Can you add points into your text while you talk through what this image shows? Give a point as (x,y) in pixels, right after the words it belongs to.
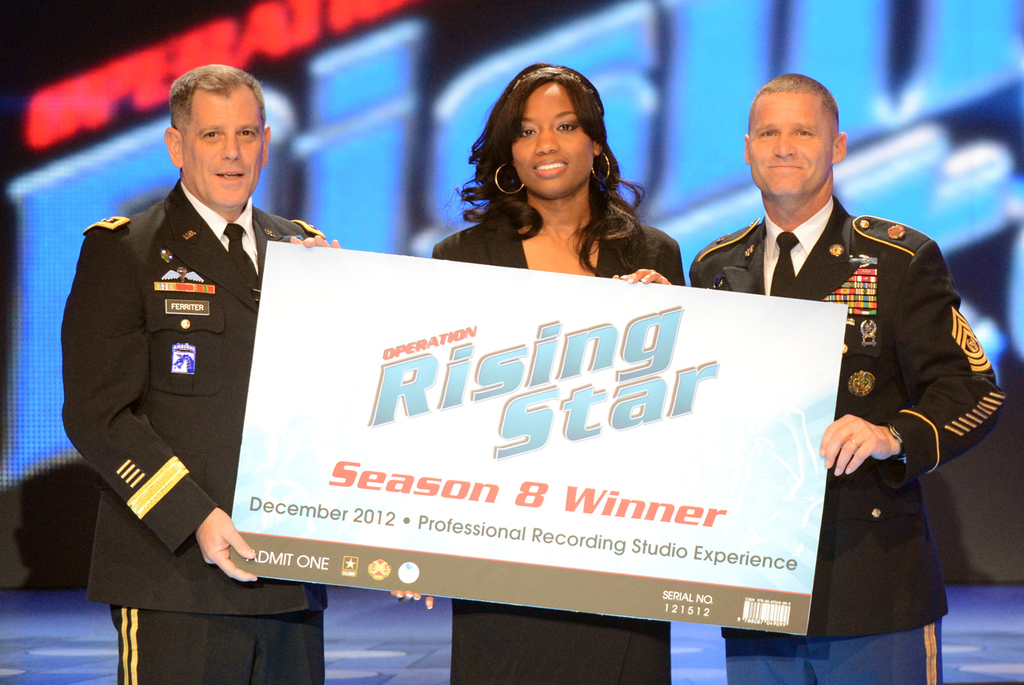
In this image there are two men (219,368) and a woman (480,148) standing, they are holding a board (571,320), there is text (542,485) on the board (527,419), there are numbers (391,523) on the board (571,529), there is text (143,94) behind the persons (480,147), the background of the image (58,64) is dark.
